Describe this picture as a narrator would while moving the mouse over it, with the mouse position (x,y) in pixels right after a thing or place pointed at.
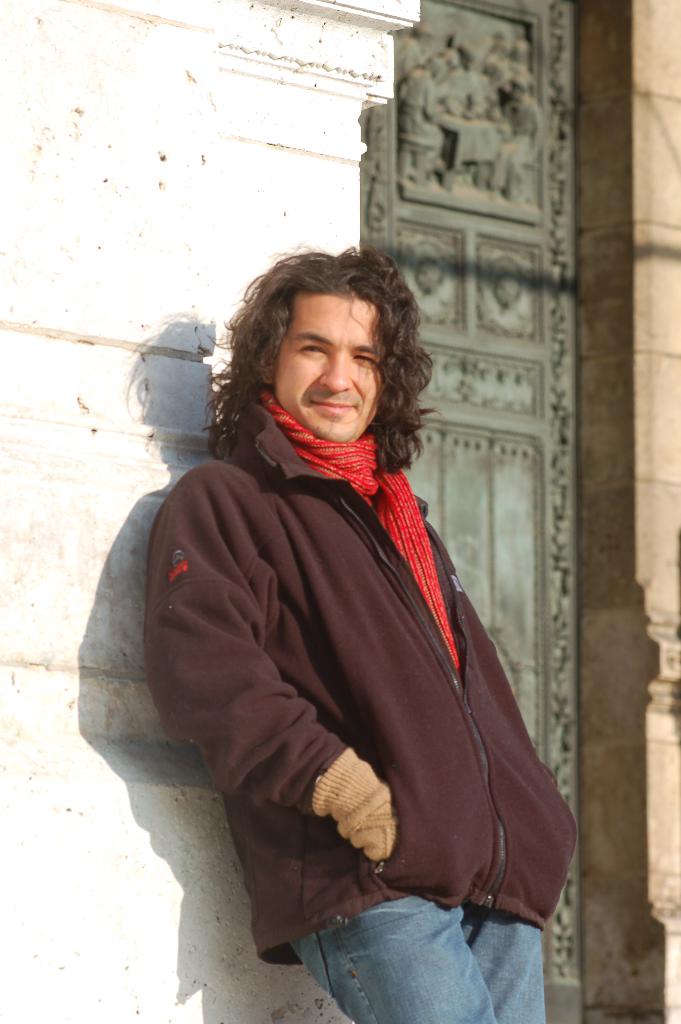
There is one man (293,732) standing at the bottom of this image (402,821). We can see a wall (32,226) and a door (577,396) in the background (512,382).
